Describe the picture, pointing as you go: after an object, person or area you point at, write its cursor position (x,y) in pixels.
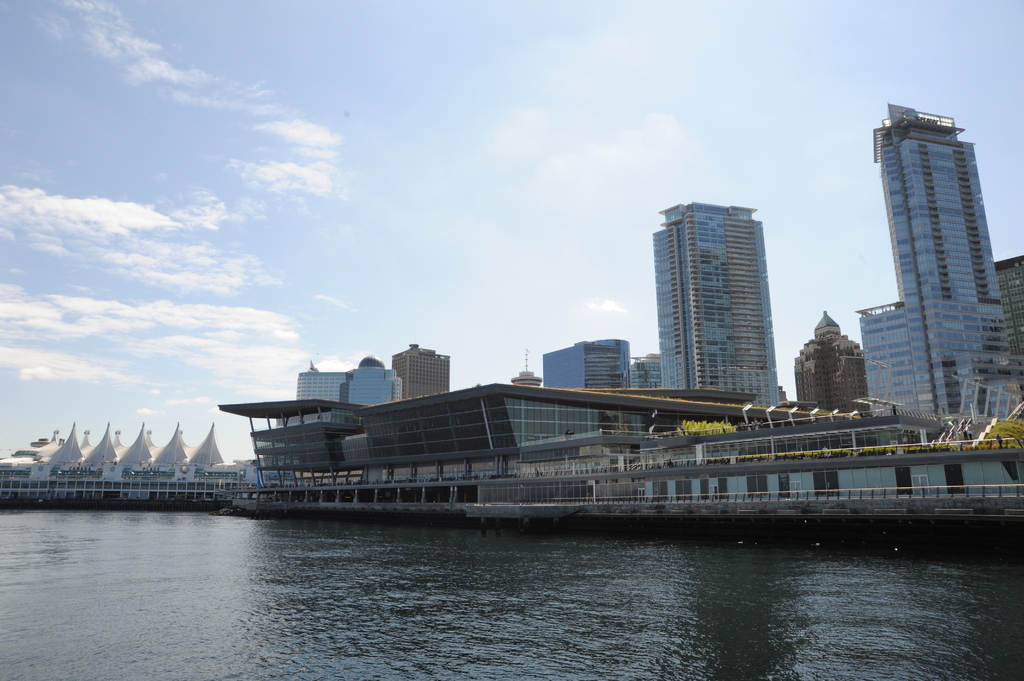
As we can see in the image there are buildings (617,399), water (386,642) and on the top (545,132) there is sky (398,161).
